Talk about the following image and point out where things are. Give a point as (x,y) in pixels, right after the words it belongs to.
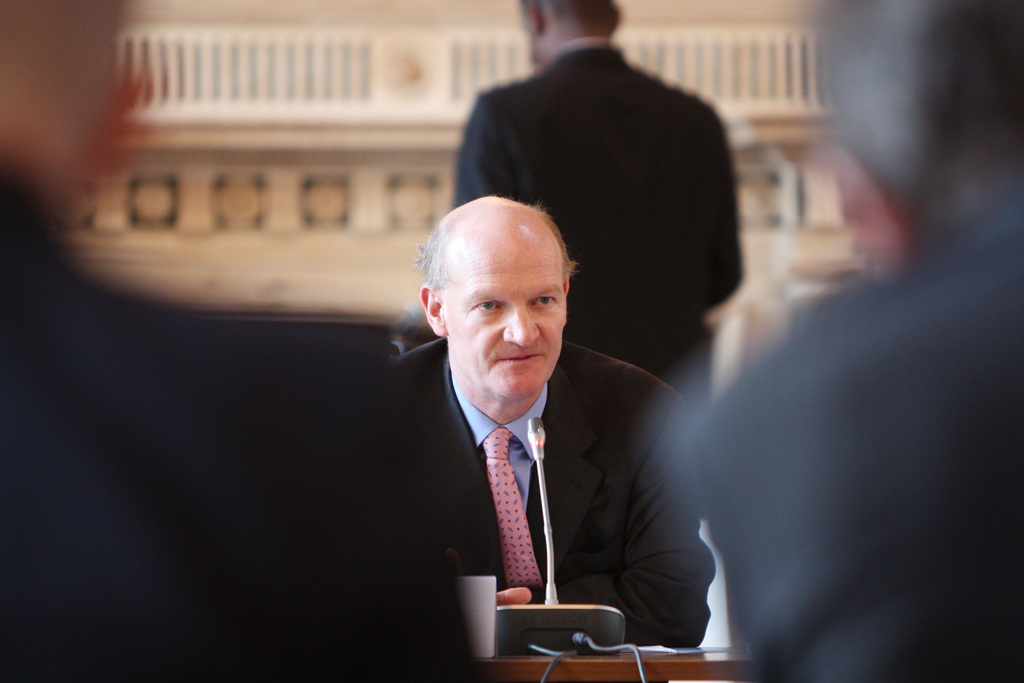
In this image there is a man (529,574) in the middle (567,423). In front of him there is a mic (546,546) which is kept on the table (593,662). There are two persons (888,522) on either side of him. In the background (485,135) there is a person (522,111) standing near the wall (286,91).
